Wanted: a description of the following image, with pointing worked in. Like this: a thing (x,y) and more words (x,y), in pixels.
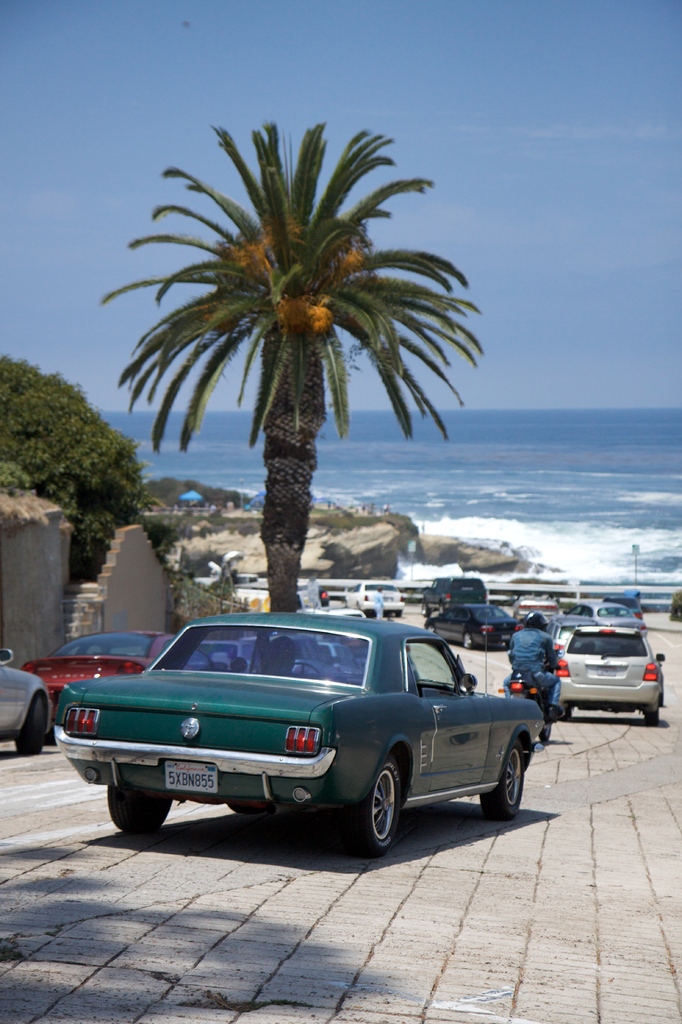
At the bottom (389,866), we see the road (395,1011). In the middle (368,597), we see the vehicles (543,688) are moving on the road (195,929). Beside that, we see a tree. On the left side (82,502), we see the wall (27,615), staircase (94,599) and the trees (152,527). In the middle (376,535), we see the railing (511,589), rocks (242,540) and the trees (196,488). In the background (498,511), we see the water (560,481) and this water (534,462) might be in the sea (467,459). At the top (473,123), we see the sky (490,128), which is blue in color.
